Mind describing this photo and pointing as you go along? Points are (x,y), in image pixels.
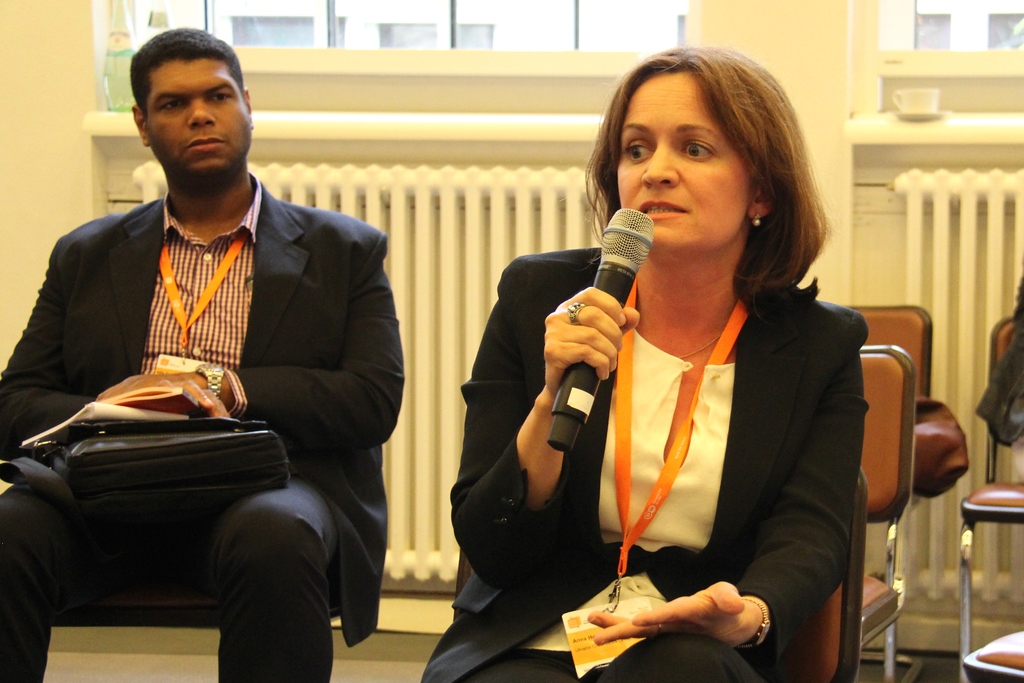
In this image there are two persons (553,496) sitting on the chair (861,490). In front (544,666) the woman (606,573) is holding a mic (621,261).
